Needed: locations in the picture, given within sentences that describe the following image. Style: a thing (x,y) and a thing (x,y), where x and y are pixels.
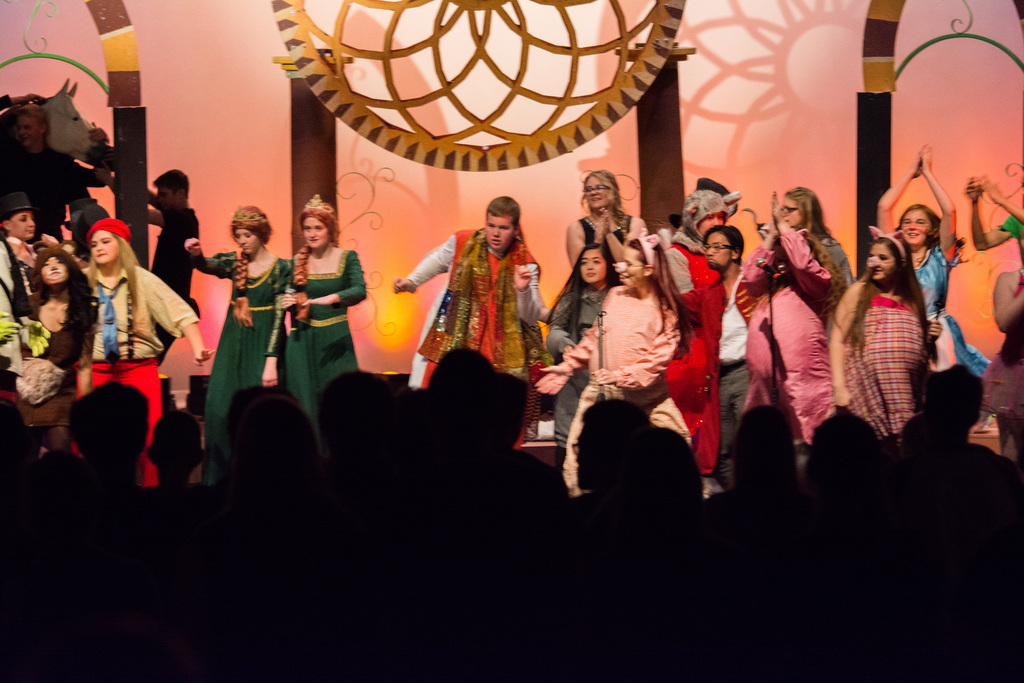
In the image there are many men (18,326) and women (267,233) in different costumes (623,323) standing on the stage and behind them there is wall (380,341), in the front (72,496) there are many people (455,532) visible staring at the performance.
